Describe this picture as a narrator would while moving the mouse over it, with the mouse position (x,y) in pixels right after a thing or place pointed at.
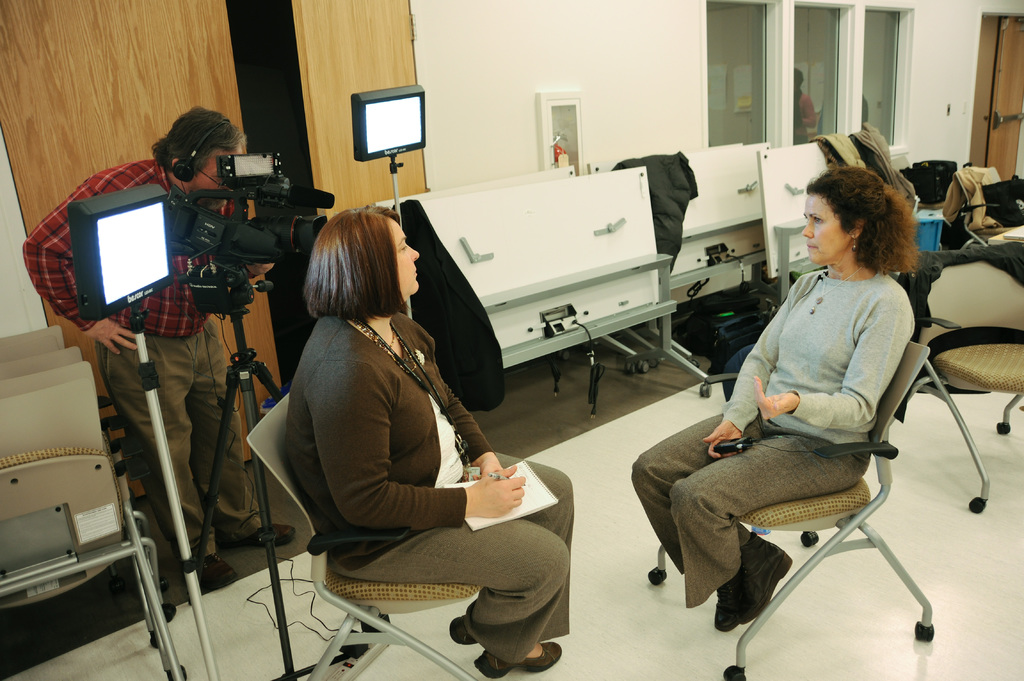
in the image there are two women (697,486) sat in front of each other in front of camera (288,193). this looks like a tv interview. in the background (129,365) there is a man (118,180) looking through the camera (204,241).
